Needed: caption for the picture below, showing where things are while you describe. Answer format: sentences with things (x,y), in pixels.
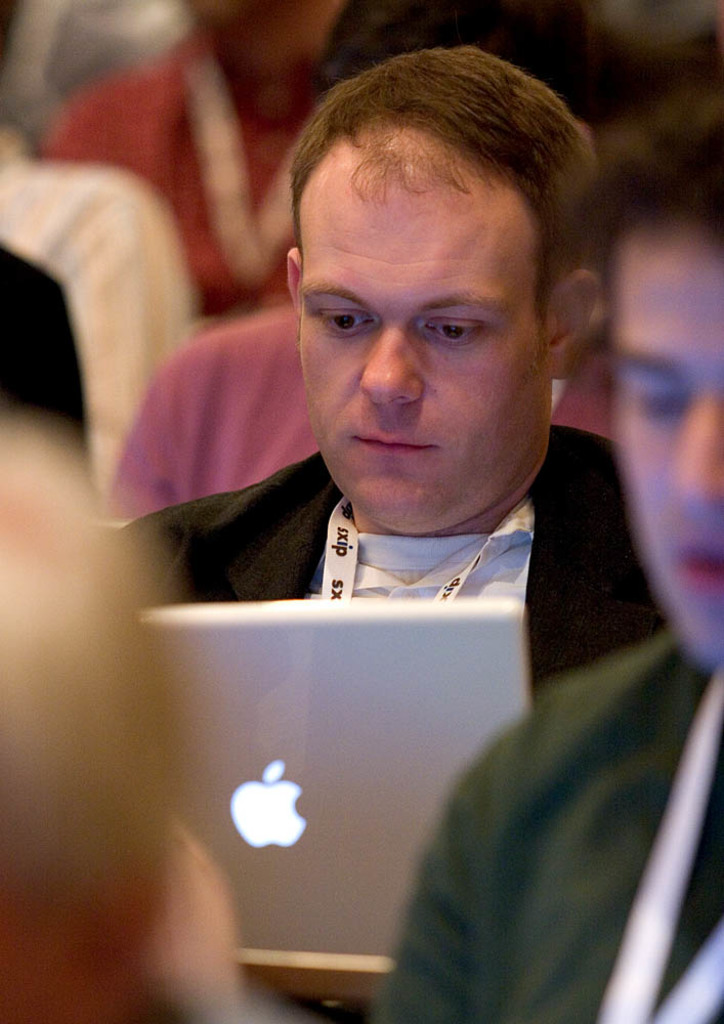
In the middle of the image (412,404) I can see a man (476,549). He is looking into the laptop (305,767). Around him there are some other people (151,261).
